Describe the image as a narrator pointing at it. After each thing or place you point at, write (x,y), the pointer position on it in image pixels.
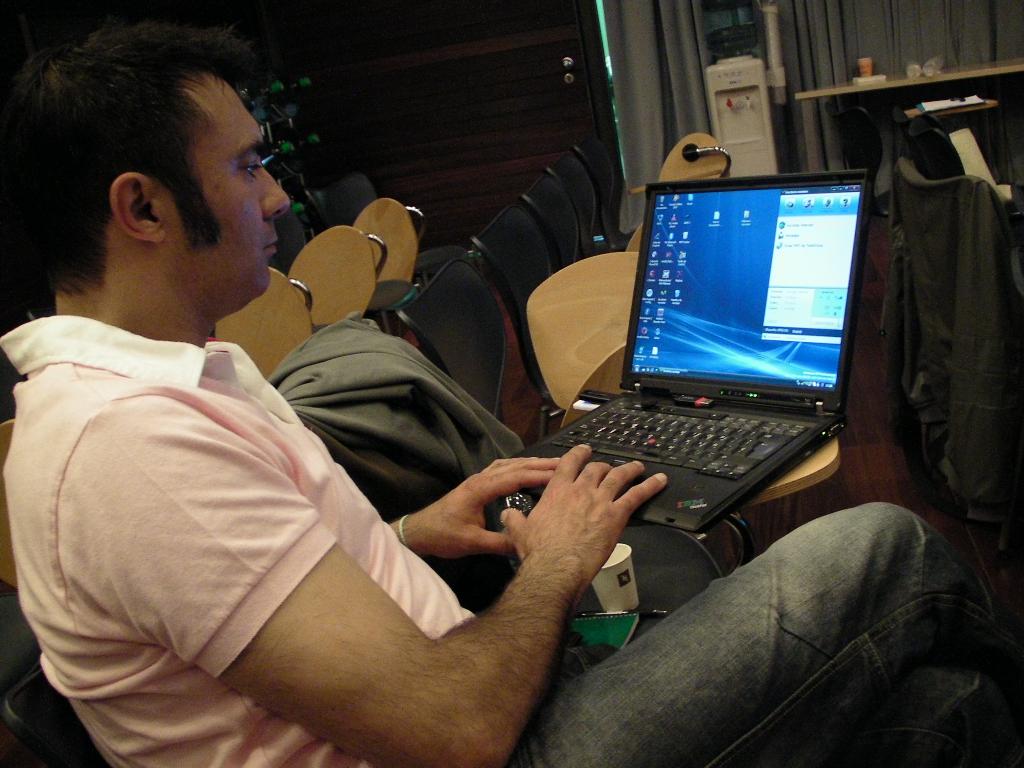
In this image there is a person (387,586) sitting in a chair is using a laptop (622,400) in front of him on a stool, beside the person (589,538) there is a cup (609,574), jacket (409,476) and there are a few empty chairs (449,353), in front of him there are some objects (930,68) on the table (855,84) and there are chairs (905,121), water cans (720,113), in the background of the image (668,137) there is a wooden door (461,103), curtain (797,56) and some other objects (270,111).
